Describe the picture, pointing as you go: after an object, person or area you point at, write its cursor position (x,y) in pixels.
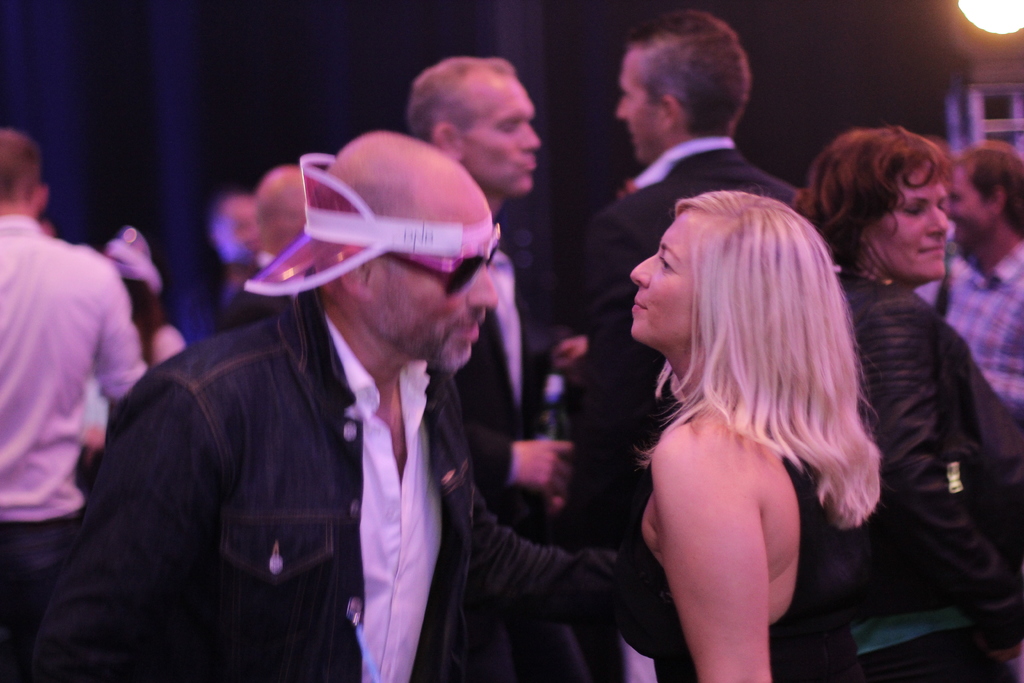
In this image there are few people (395,186) dancing inside the room (1002,48) and a light (1001,22) to the pole (959,120).
